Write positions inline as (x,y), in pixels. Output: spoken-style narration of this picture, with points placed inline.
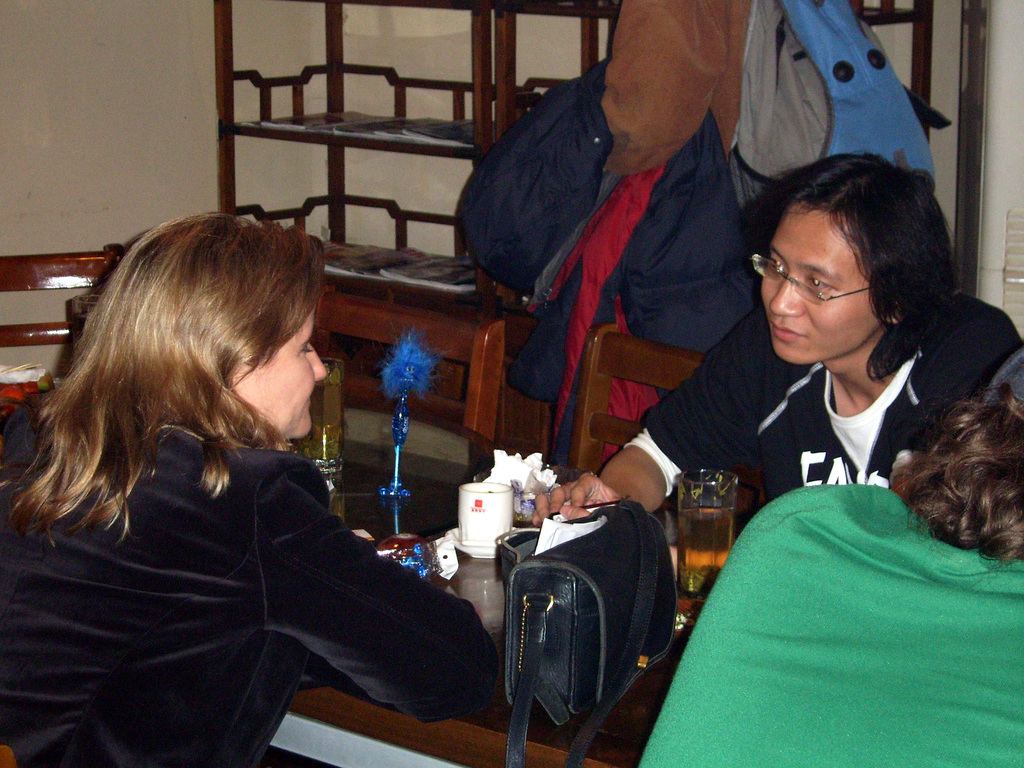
In this picture I can see there are a few people (346,589) sitting at the table (659,670) and there is a table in front of them, there is a glass (707,508), cup (510,520), tissues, handbag (568,649) and a few other objects (409,535) placed on the table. There is a woman (131,547) sitting at the left side (175,578) and there is a person (690,433) in front of her and another person (1000,416) sitting beside her. In the backdrop (721,257), there are few coats (521,246) and there is a wooden shelf (226,46) and there is a wall (150,102) on the left side (108,124).
